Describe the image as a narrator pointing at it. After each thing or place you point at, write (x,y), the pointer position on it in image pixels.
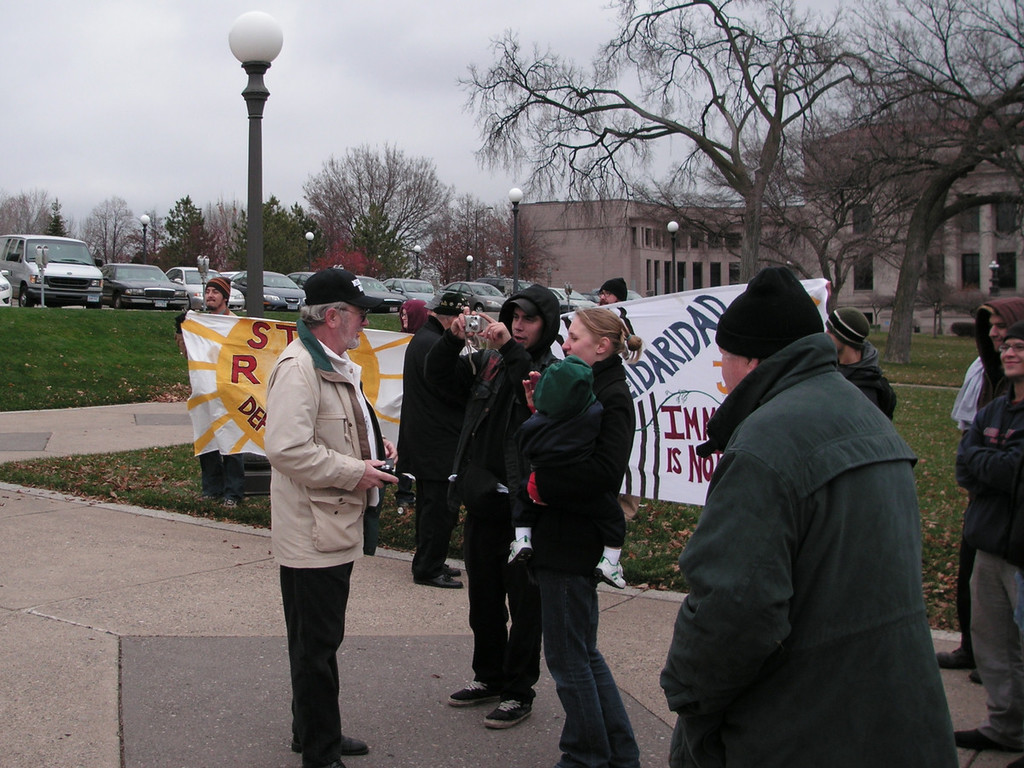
In this image there are group of people (502,549) standing on the floor (467,665). Behind them there are two persons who are holding the banner (654,356). In the background (662,239) there are buildings (577,220). Beside the buildings (651,222) there are few cars (186,269) parked on the road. In the middle (672,278) there is a pole (253,121) to which there is a light (264,46). At the top (388,41) there is the sky (381,27). There are trees (731,134) around the building (644,217).
